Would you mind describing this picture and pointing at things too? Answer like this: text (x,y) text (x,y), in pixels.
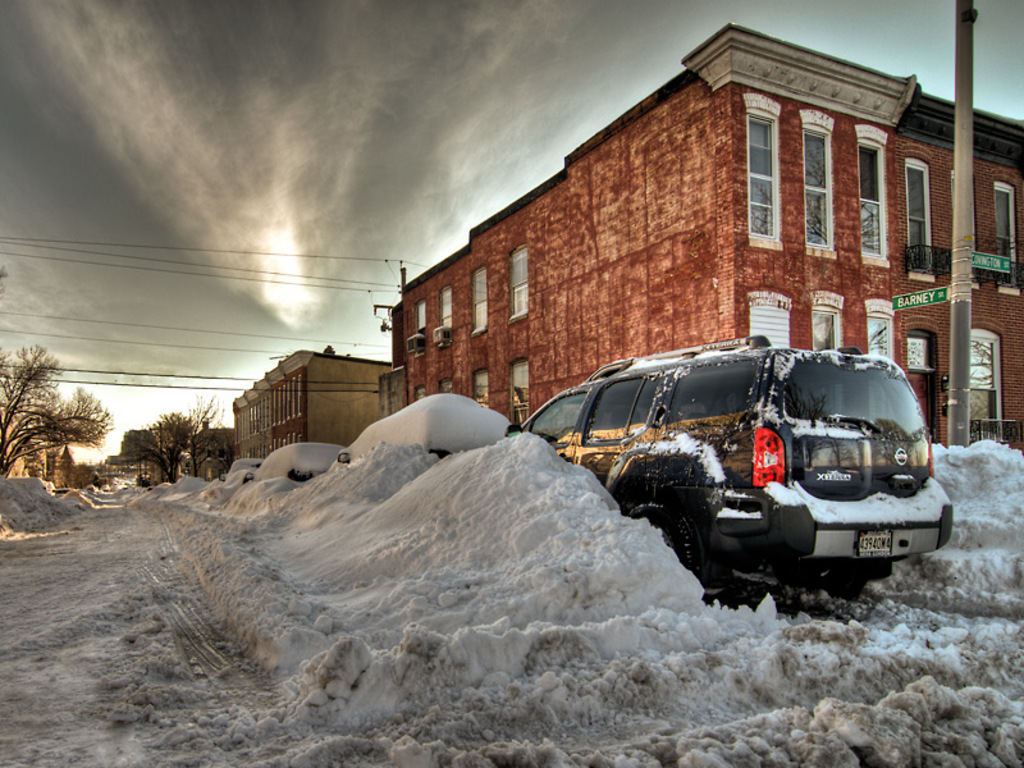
In this image there is the sky (363,101) towards the top of the image (400,103), there are poles (389,306), there are wires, there are trees (153,436), there are buildings (675,250), there are windows (755,149), there are boards (979,261), there is text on the boards (931,300), there are vehicles (623,420), there is snow (289,453) on the vehicles (649,478), there is snow (291,582) on the ground (594,622).
